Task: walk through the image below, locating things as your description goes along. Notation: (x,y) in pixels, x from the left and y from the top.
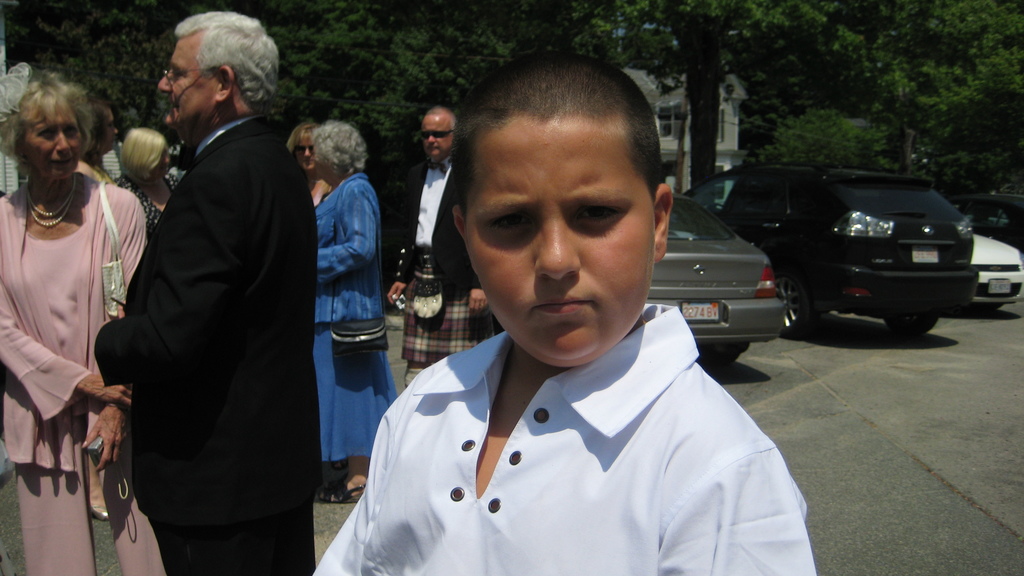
In this image we can see a group of people (269,358) standing on the ground (998,401). On the right side of the image (756,303) we can see some vehicles (850,286) parked on the ground (861,386). In the background (717,111), we can see a building (677,108) with windows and group of trees (493,58).
